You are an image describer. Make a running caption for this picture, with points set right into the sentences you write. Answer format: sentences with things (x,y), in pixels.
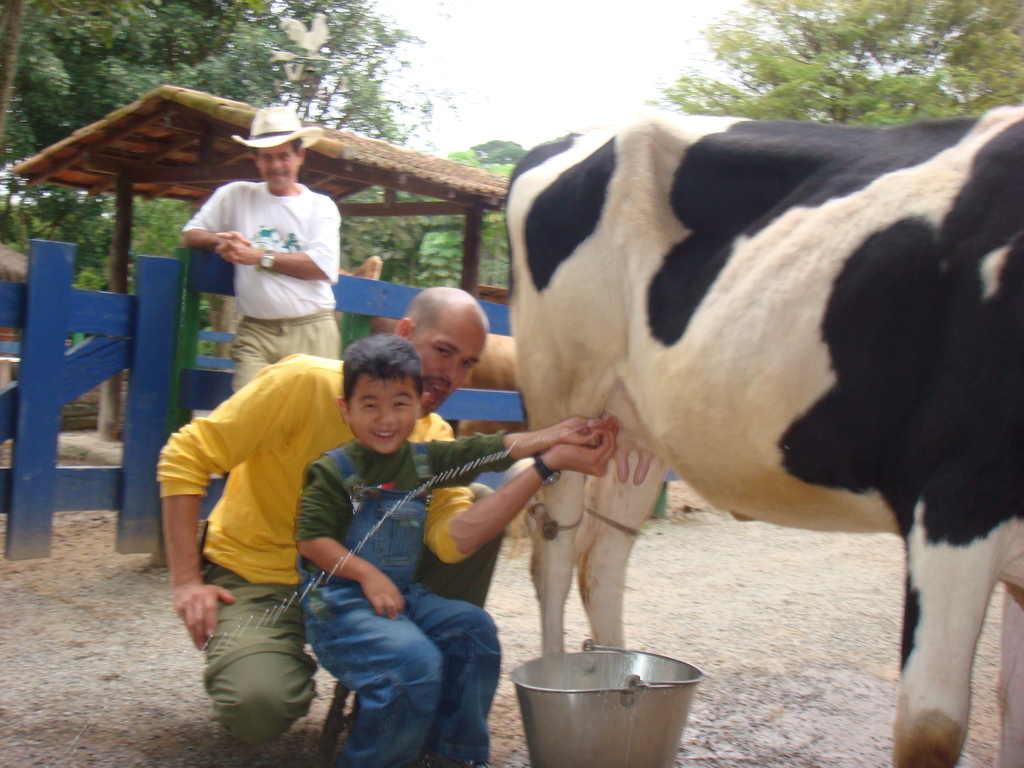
In this image there are two persons (221,440) one person (282,464) is sitting and one person (305,200) is standing, and there is one boy (372,596) who is sitting and smiling and on the right side (932,388) there is one cow (937,486) and a bucket (560,689). In the background (151,169) there is a shed (142,180) and some animals (492,335) and trees (908,86), at the bottom (103,606) there is a walkway (719,688).
